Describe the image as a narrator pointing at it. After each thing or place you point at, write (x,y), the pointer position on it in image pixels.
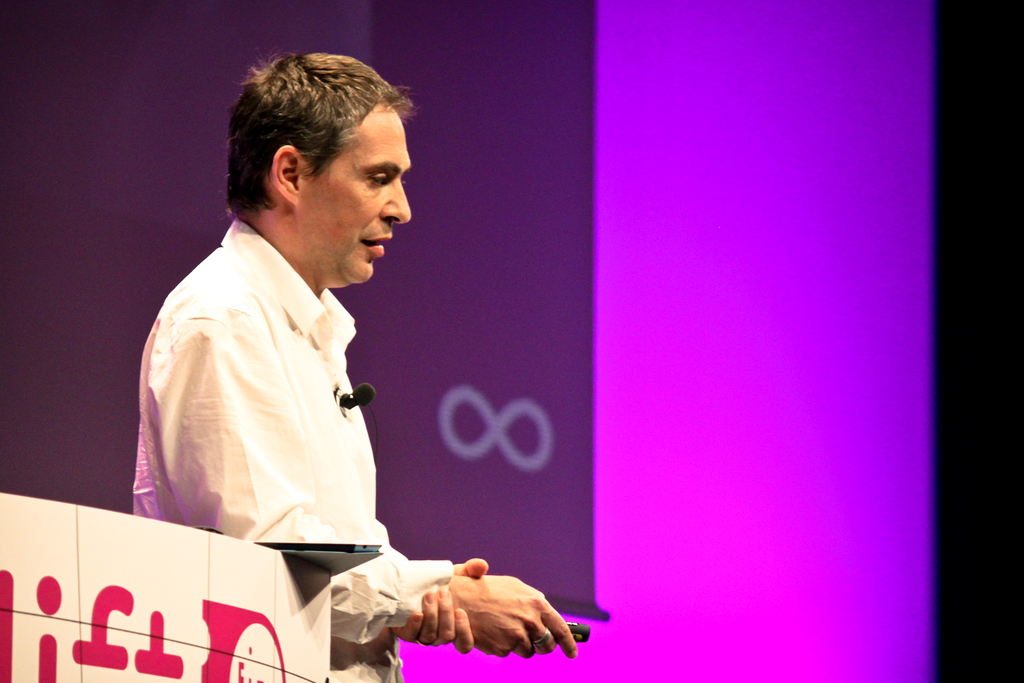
In this image I can see the person (287,447) with white color shirt (292,399) and the person (245,415) holding the black color object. To the side of the person (309,381) I can see the podium (159,627). On the podium (254,593) I can see something. In the background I can see the screen (430,311).
